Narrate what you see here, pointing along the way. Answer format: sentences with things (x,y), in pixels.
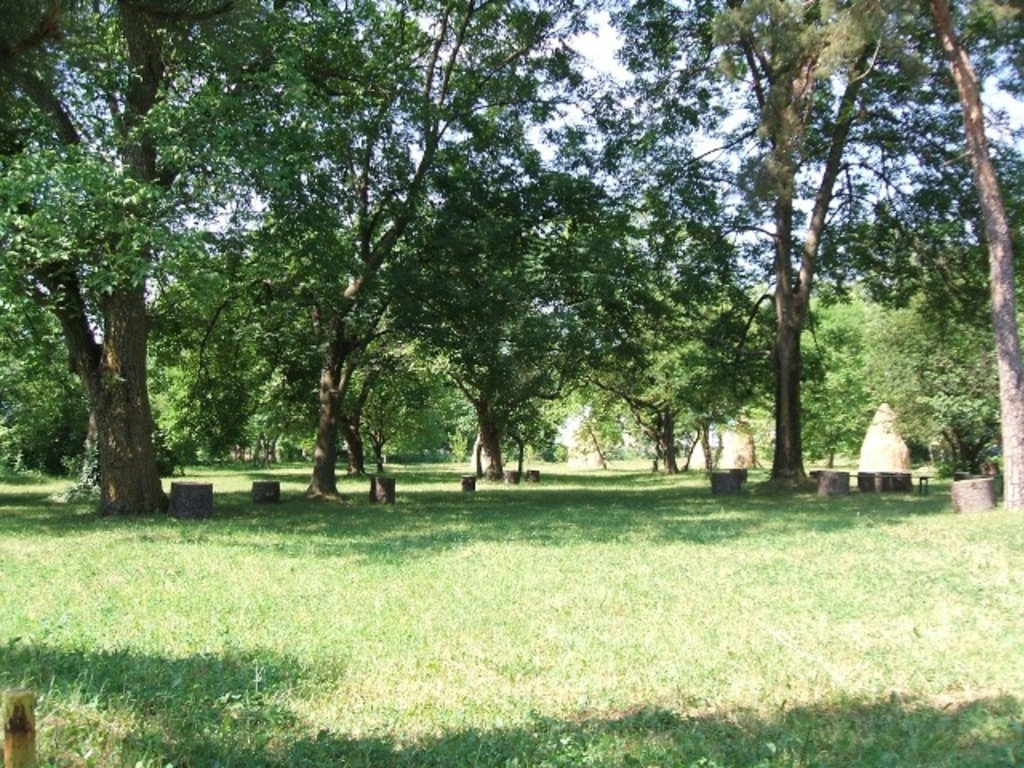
This image is taken outdoors. At the bottom of the image (365,670) there is a ground (488,702) with grass (745,631) on it. In the background (341,400) there are many trees (304,424) and a few plants (552,449) and there are a few heaps of grass (865,444). At the top of the image (606,58) there is a sky (610,72).
